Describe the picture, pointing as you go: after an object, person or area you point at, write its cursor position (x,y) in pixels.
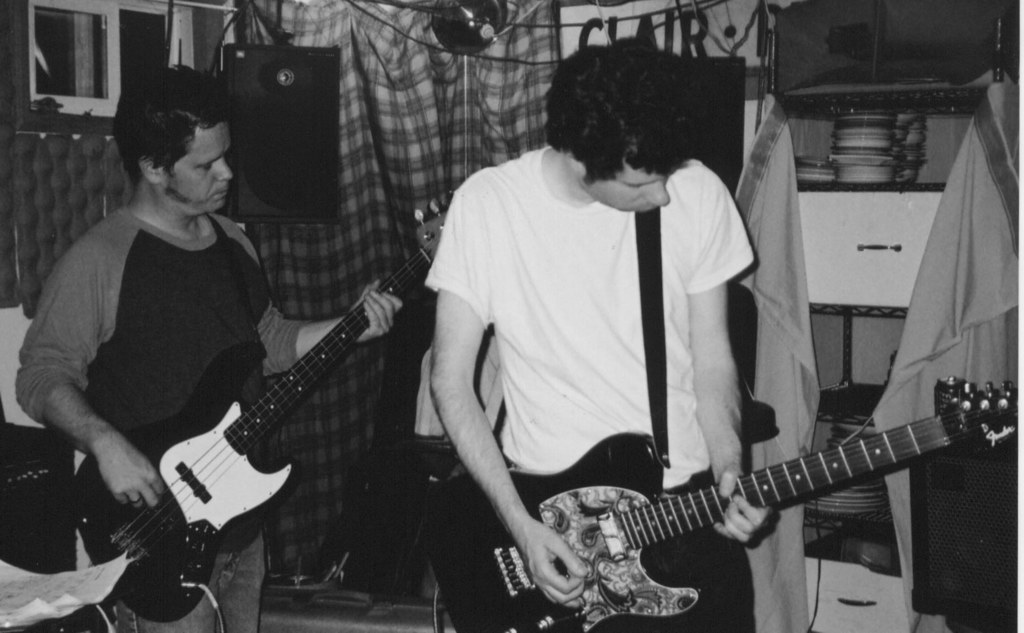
The picture is taken in a closed room (1003,71) in that two people (474,457) are playing a guitar (558,519) on the left corner of the picture (156,493) one person (118,427) is wearing a t-shirt (166,382) and jeans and at the right corner of the picture (701,384) another person (609,360) is wearing a white t-shirt (578,309), behind them there is a curtain (394,103) and speakers (248,118) and small window (90,49) and at the right corner of the picture (901,131) there are plates (888,164) on the shelves (884,226) and some clothes (956,263) on them.
